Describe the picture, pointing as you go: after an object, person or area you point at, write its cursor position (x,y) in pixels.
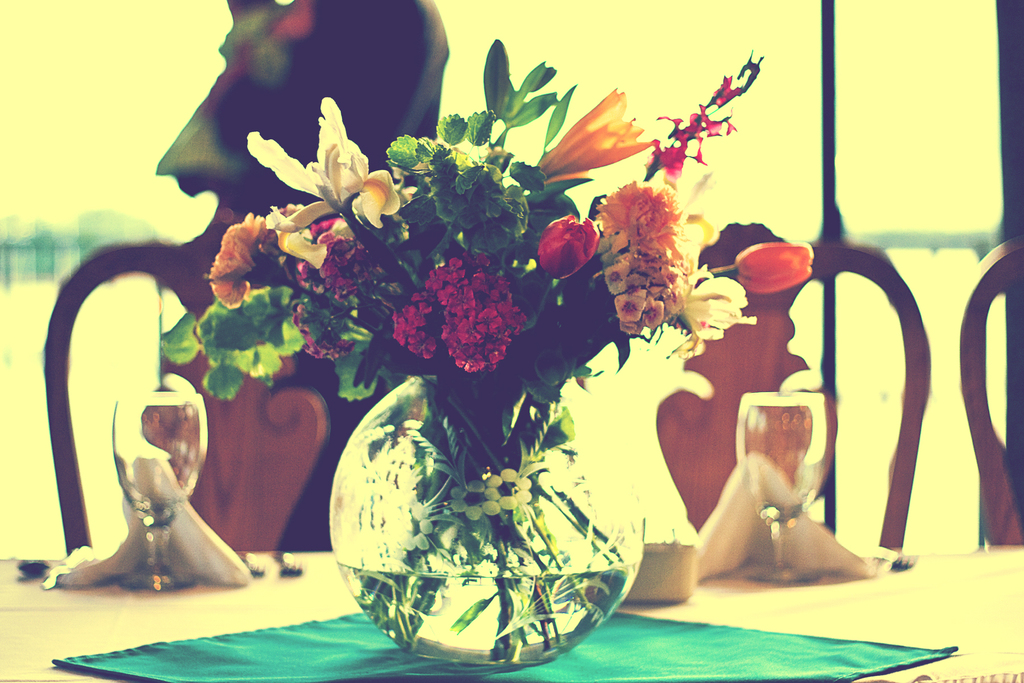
In this image in the foreground (495,514) there is one flower pot (414,462), and in the pot (540,528) there are some flowers (340,301). At the bottom (359,636) there is a table (887,574), and on the table (844,586) there are some glasses (788,451) and some tissue papers (805,533). And in the background (217,101) there is one person (217,101) and some chairs (714,413) and the background (58,441) is blurred.
